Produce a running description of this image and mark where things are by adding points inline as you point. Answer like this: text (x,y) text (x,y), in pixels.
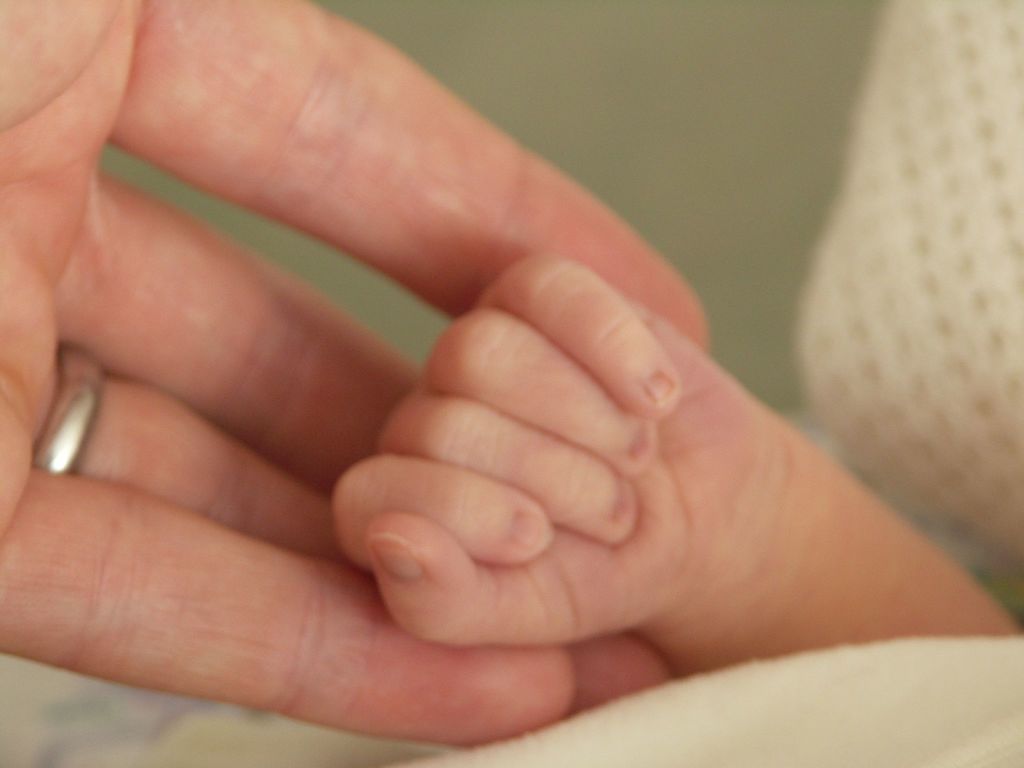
In this image I can see two different hands (658,357) where one hand (723,447) is of a child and one of an adult (611,240). In this finger (98,437) I can see a ring (56,460).
